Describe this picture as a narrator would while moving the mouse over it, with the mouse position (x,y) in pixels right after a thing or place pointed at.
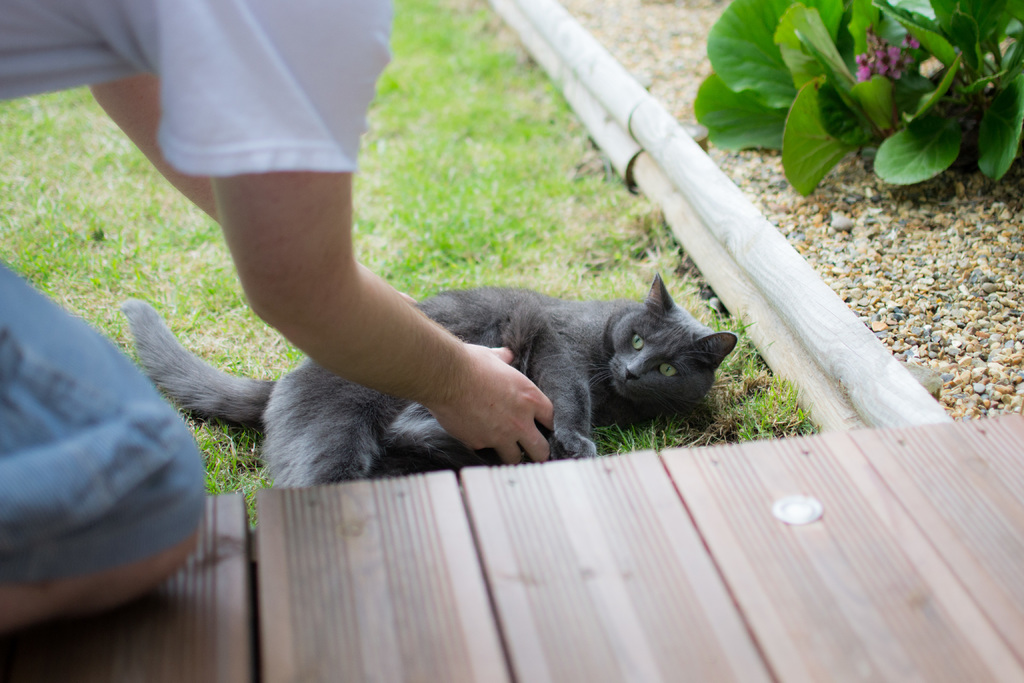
In the middle of the picture (495,326), we see a grey cat (560,407). The man (302,60) on the left side (200,114) is trying to hold the cat (517,312) with his hands (509,405). Beside that, we see the grass (509,203). At the bottom (370,511), we see a wooden floor (779,546) or a bridge (832,601). In the right top (873,58), we see a plant (931,101) which has flowers (875,58). These flowers (875,58) are in pink color. Beside that, we see the wooden sticks (789,273) and the stones (897,310).
